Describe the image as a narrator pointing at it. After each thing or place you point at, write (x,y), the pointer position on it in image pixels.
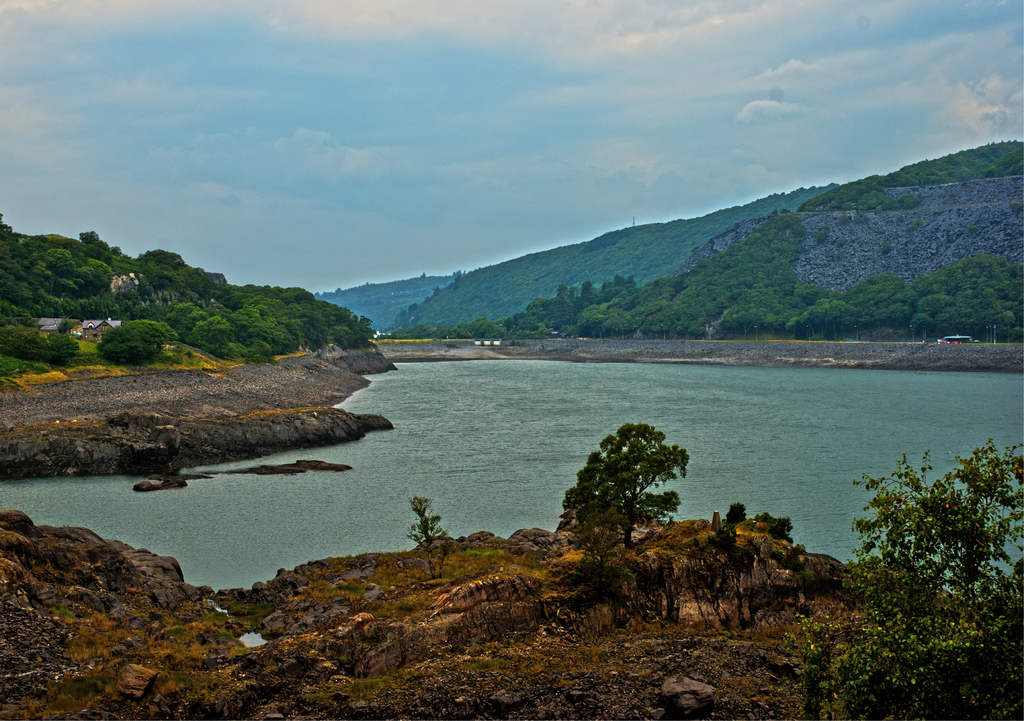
In this picture we can see trees (963,512), rocks (391,588), water (379,434), house (89,334), mountains (900,263) and in the background (701,208) we can see the sky (622,59) with clouds (586,43).
